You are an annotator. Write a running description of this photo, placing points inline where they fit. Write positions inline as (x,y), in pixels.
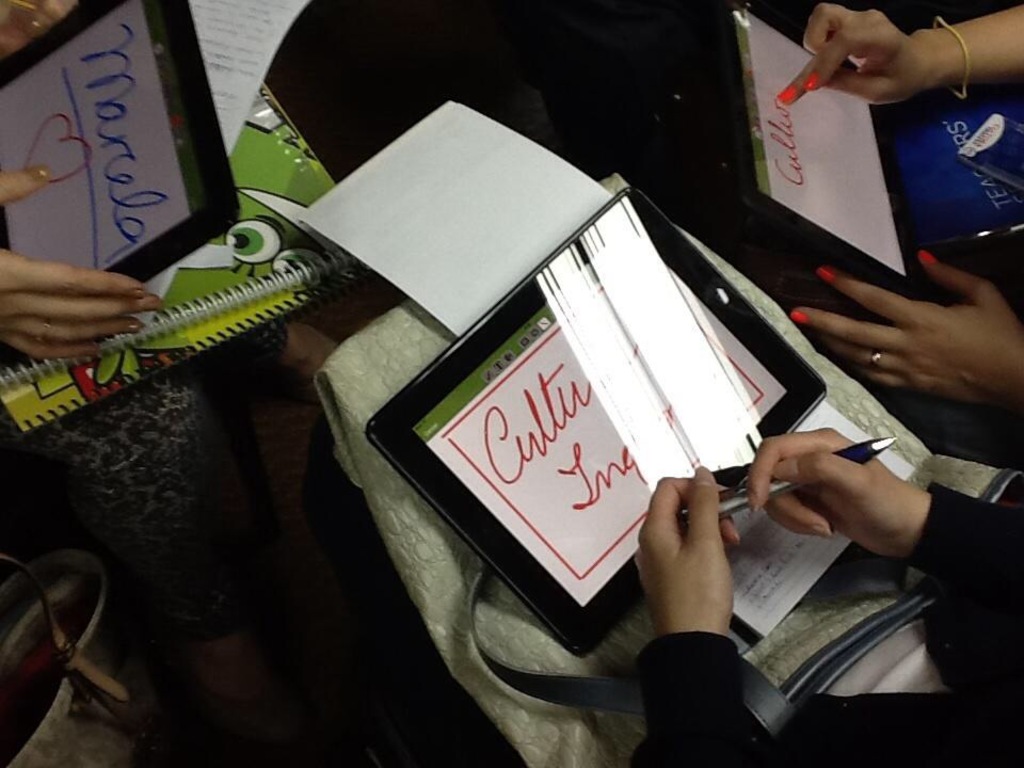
In this picture we can see books (452,246), electronic gadgets (829,174), backpacks (363,486) and persons hands (931,48).
